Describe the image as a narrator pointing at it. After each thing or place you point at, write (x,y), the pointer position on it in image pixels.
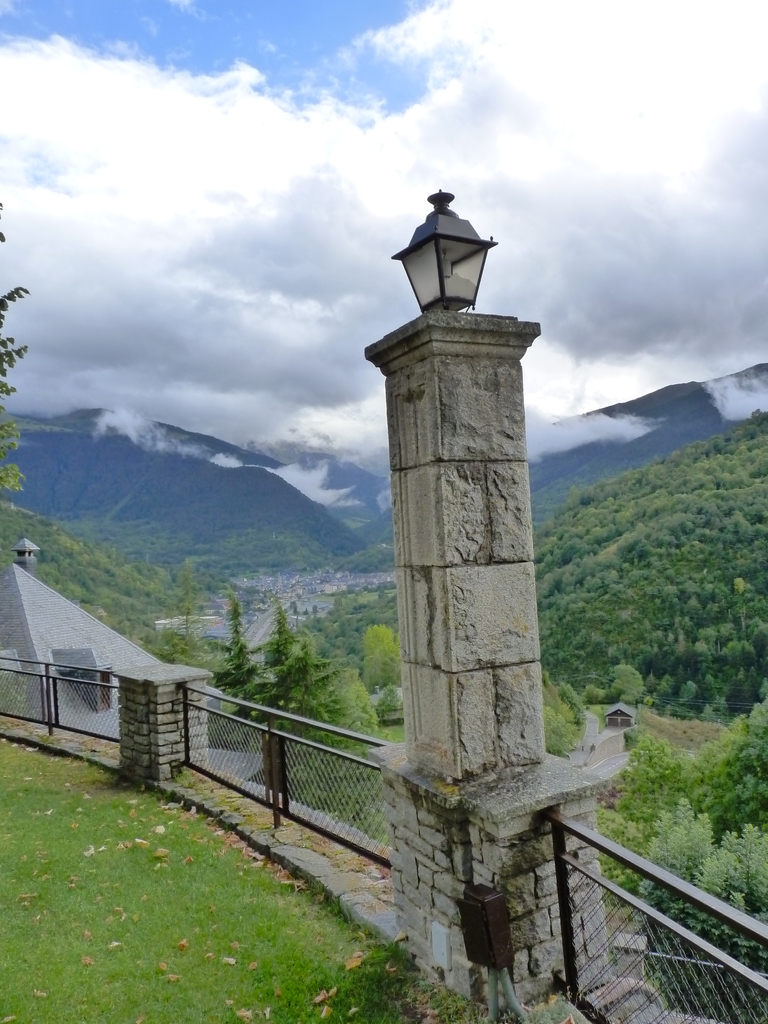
In this image we can see a stone pillar (444,722) upon which we can see a light (449,285). Here we can see fence (353,801), grass (274,930), trees (686,763), hills (583,683) and sky (423,112) with clouds (286,312) in the background (574,371).
